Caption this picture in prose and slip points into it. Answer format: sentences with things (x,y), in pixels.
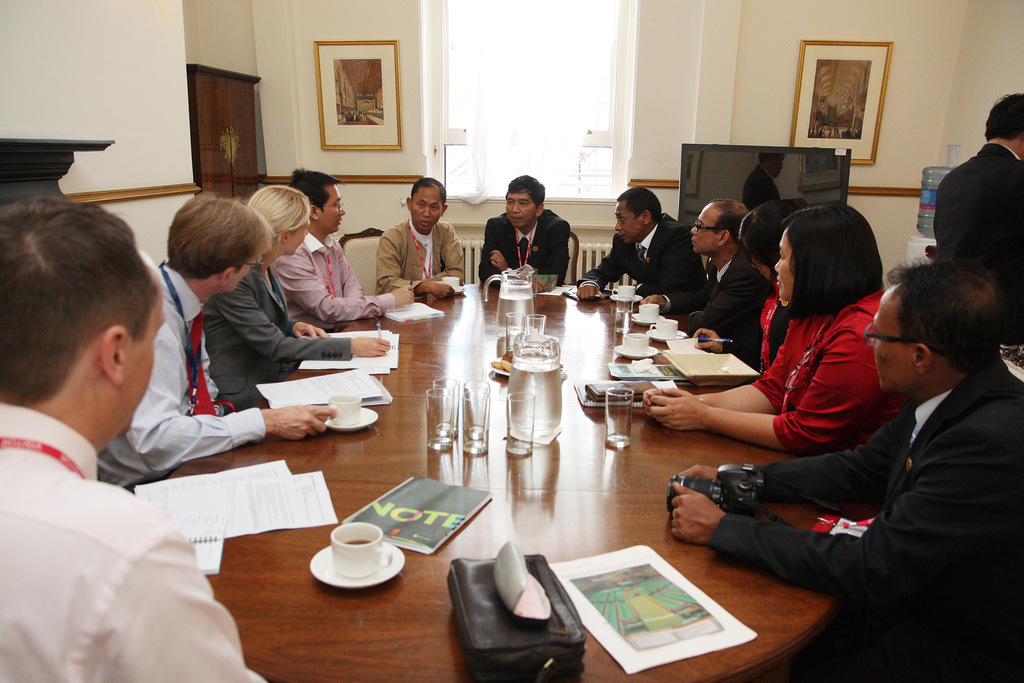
In this picture we have a conference like round table (414,327), here we can see some people (742,313) sitting around a table (273,572) and they are indulging in some action like talking on serious matters. On the table (552,508) we have items (450,584) like tea cups (391,555), bag (470,588), paper (628,568) and it seems like office meet and here there is camera (724,502) which may belong to person (787,487) in front (772,497).
